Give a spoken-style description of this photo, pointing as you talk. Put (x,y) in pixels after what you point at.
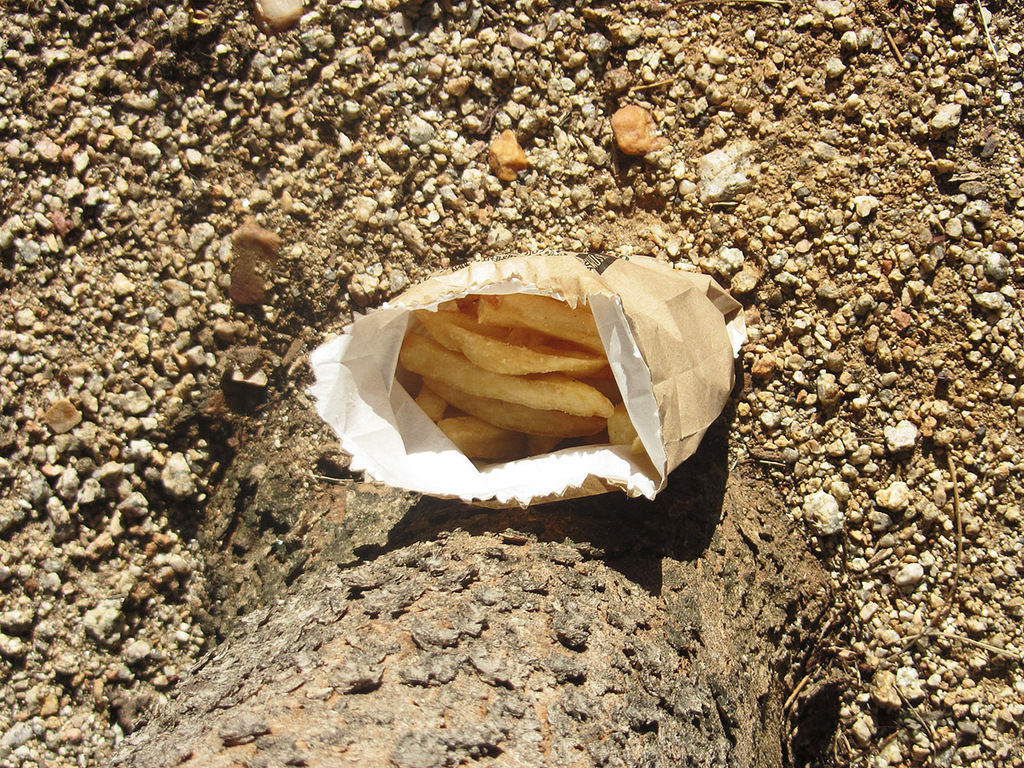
In this image there are chips (567,320) in the paper bag (340,401). The cover (365,329) is on the ground (517,229). On the ground (320,193) there are stones (59,216).
